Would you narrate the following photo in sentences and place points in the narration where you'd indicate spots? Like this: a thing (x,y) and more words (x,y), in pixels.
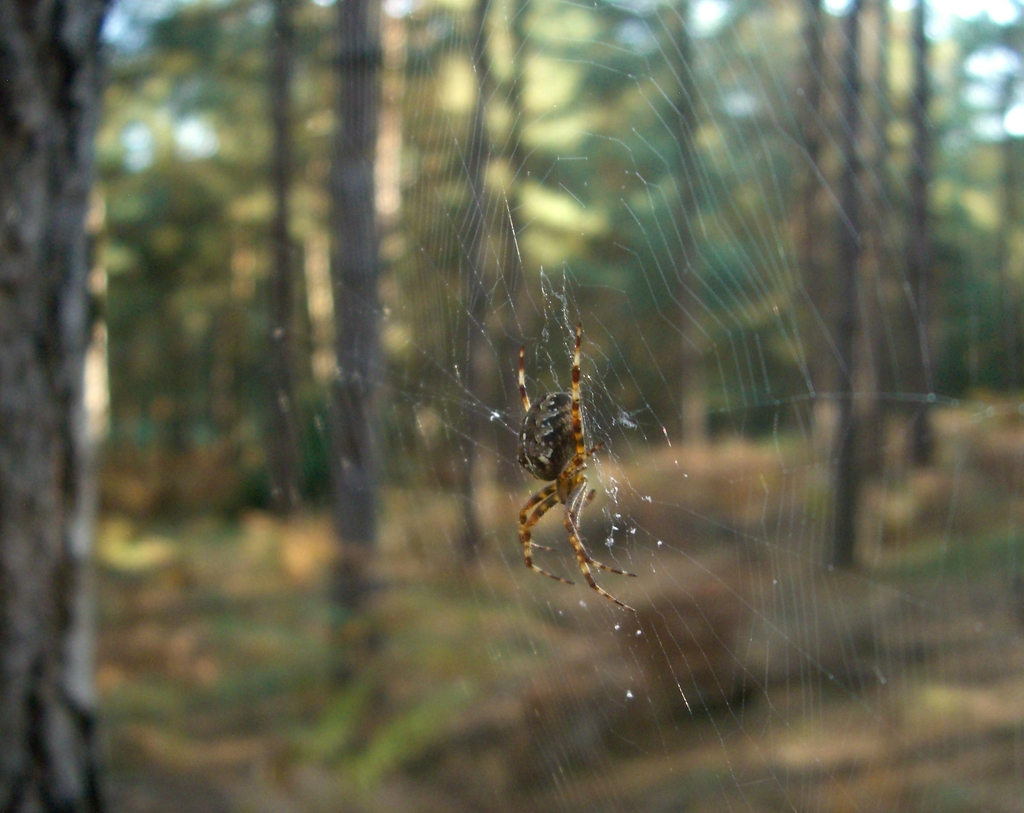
In this picture, we see a spider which is building a spider web (559,295). There are trees (681,394) in the background (920,447). This picture is blurred in the background (293,318).
